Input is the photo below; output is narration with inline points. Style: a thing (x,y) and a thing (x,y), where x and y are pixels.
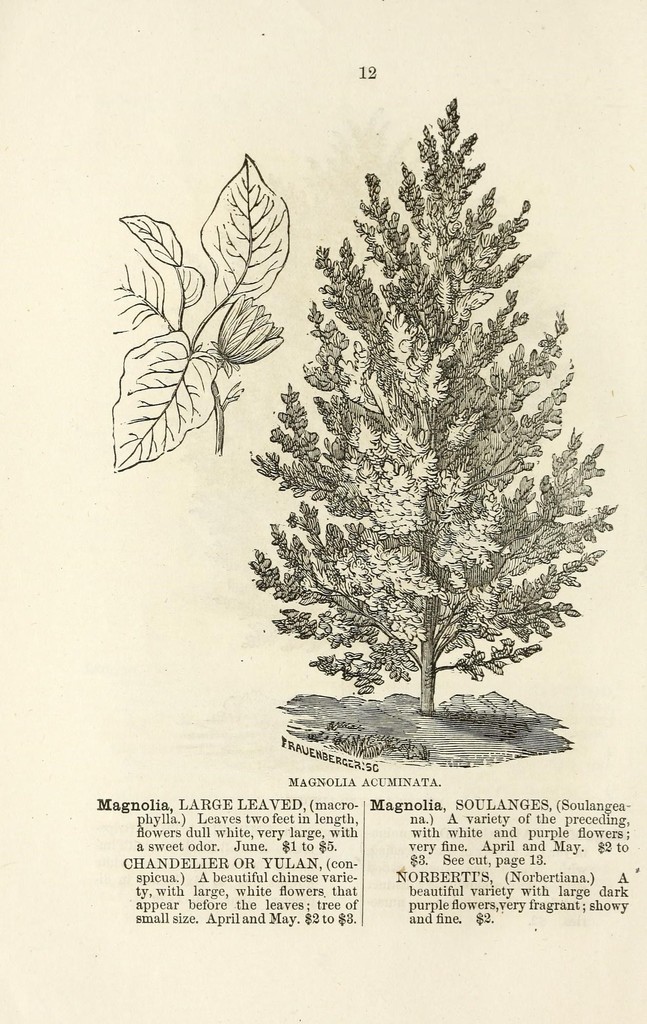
In this picture there is a page (372,118) in the center of the image (312,494), on which there is a magnolia tree image (443,499).
